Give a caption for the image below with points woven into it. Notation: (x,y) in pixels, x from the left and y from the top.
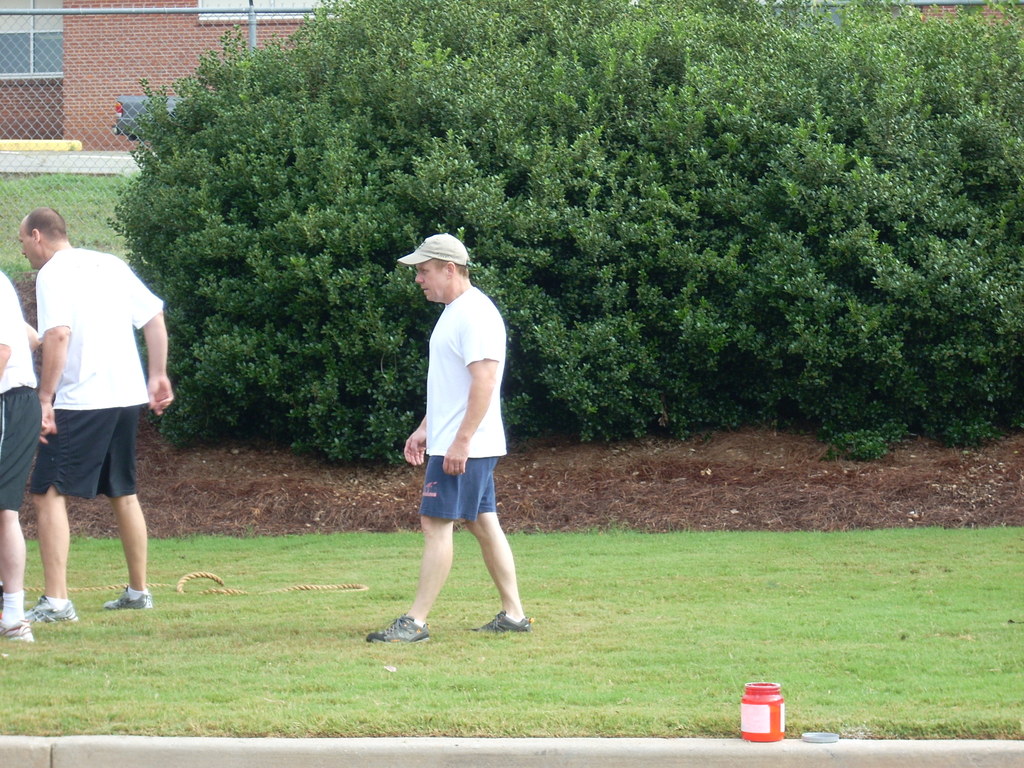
In this picture there are men (11,475) in the image, on the grassland (989,598) and there is a building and net boundary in the background area of the image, there is greenery (184,245) in the image.
